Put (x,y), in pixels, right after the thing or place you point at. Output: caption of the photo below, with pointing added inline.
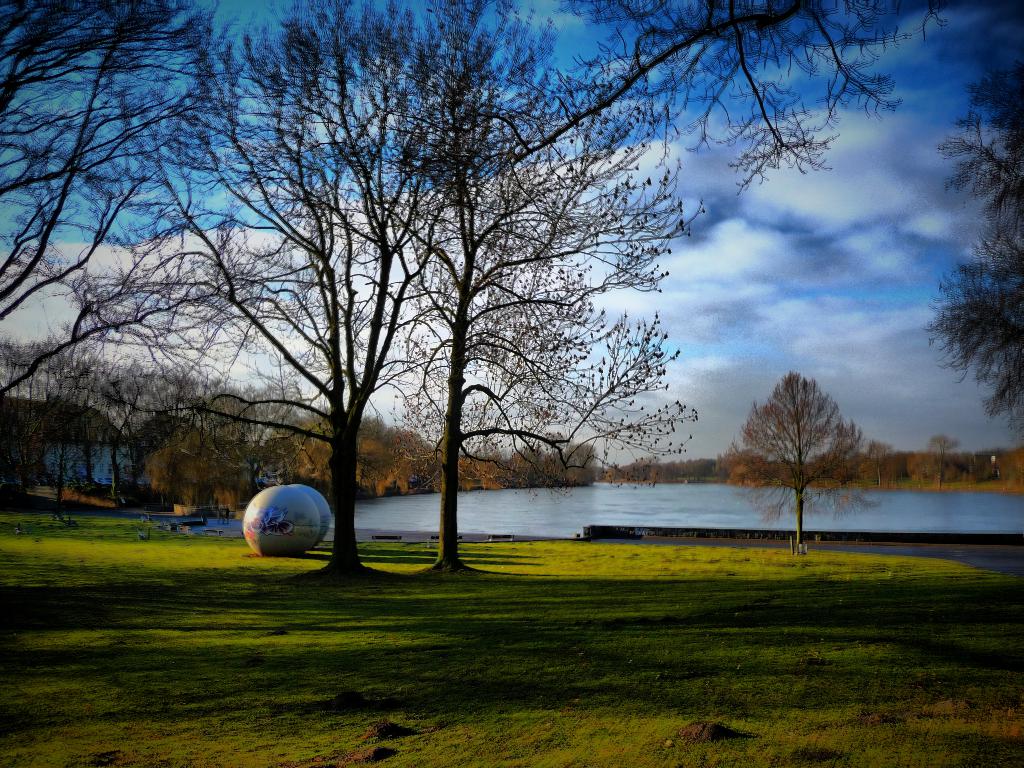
It is a picture of beautiful scenery (297,716) with grass (295,591), trees (246,429) and a water surface (729,489). On the left side of one of the tree (344,462) there are two round objects (291,504).
